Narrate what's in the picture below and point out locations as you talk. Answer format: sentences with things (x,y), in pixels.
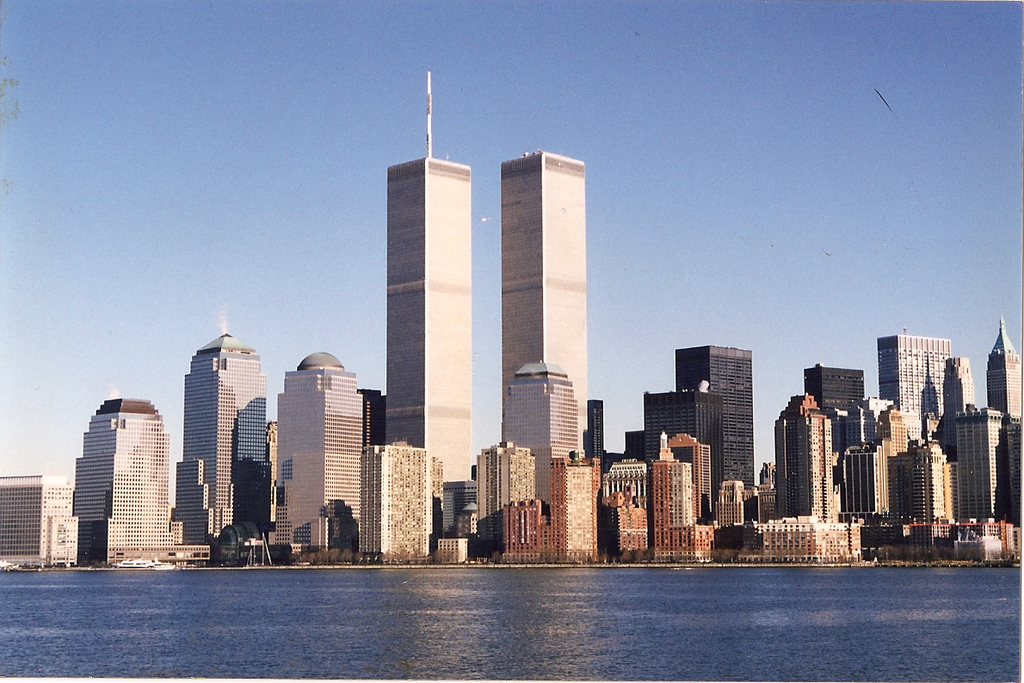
In this picture I can see few buildings (854,475) and a tower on the building (419,172) and couple of boats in the water (9,660) and a clear sky (611,267).
